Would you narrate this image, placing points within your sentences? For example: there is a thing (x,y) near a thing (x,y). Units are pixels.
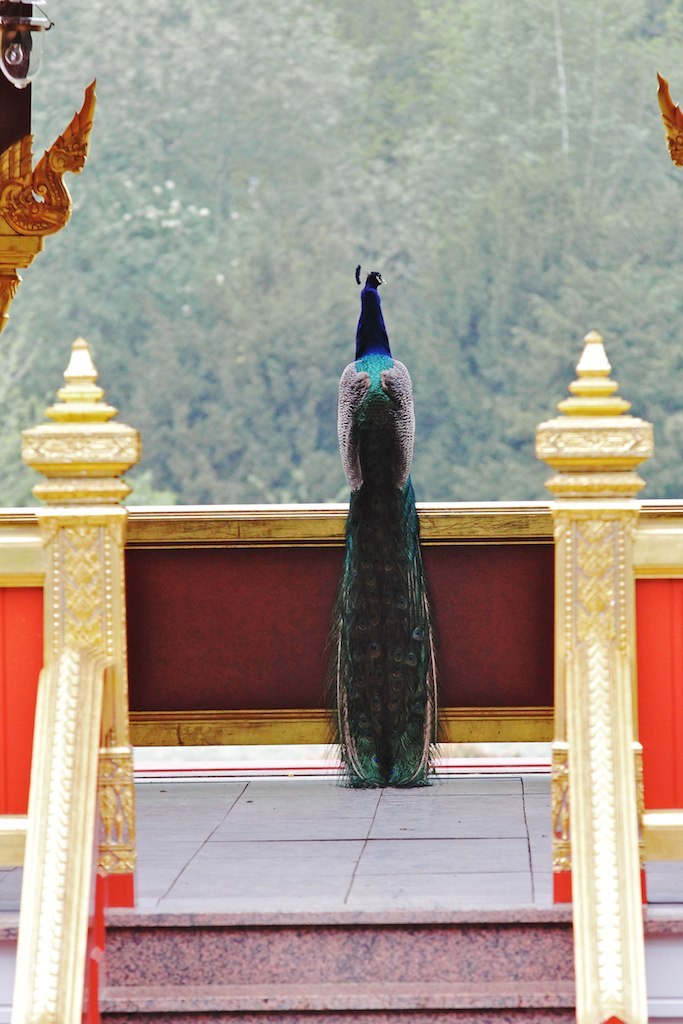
In the center of the image (350,367) there is a peacock (384,589) on the wall (278,566). At the bottom of the image (259,947) we can see stairs (336,943). In the background (534,176) we can see trees (319,170).
